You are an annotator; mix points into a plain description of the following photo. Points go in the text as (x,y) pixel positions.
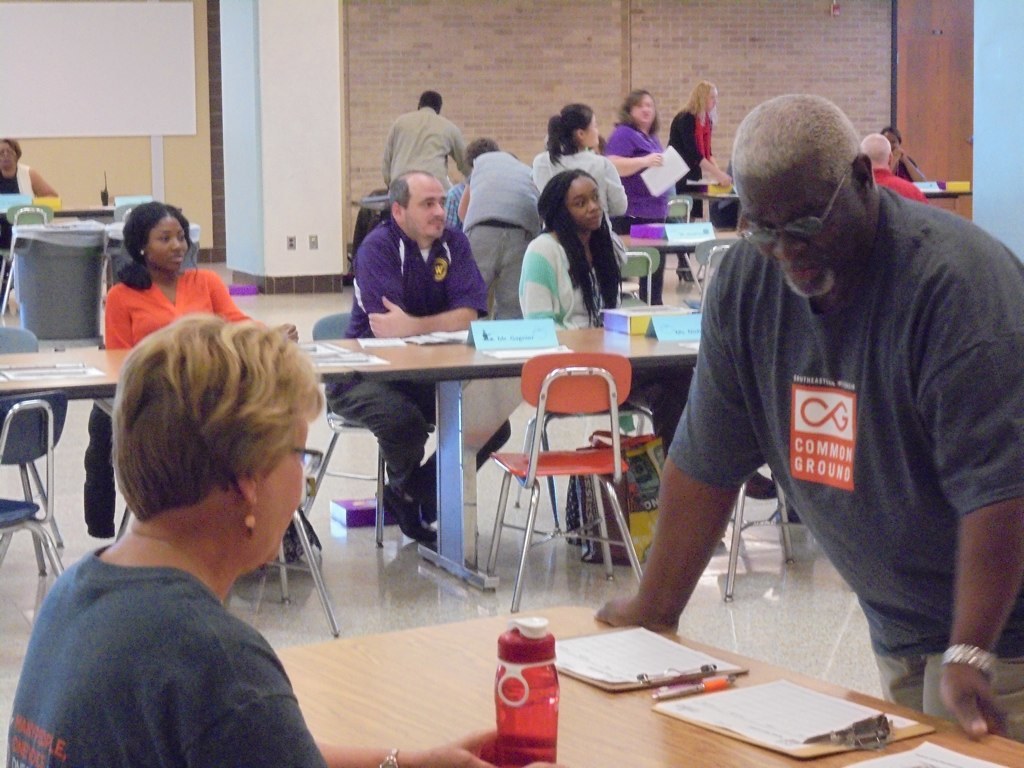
In the image we can see there is a person (811,416) who is standing here and on table (440,724) there is paper (650,657) with pad (593,679), pen (711,682) and red colour water bottle (524,684). There is woman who is sitting here and there are three people (531,314) who are sitting on chair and on table (394,360) there are papers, name plate (529,329) and box (646,324). At the back (567,142) few people (651,127) are standing.
